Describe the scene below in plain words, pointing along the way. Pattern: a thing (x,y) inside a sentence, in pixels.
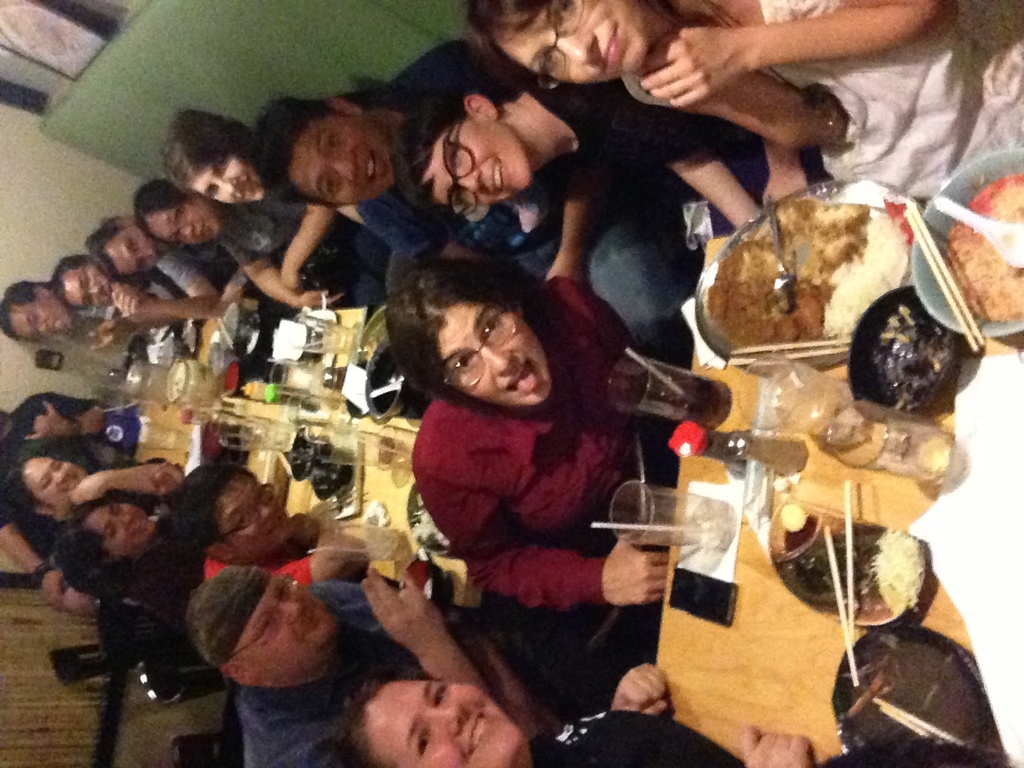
In this image we can see many people (584,333). Some are wearing specs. There are tables (780,624). On the table (669,662) there are glasses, plates (825,586) and many other things (853,638). Also there is a wall (112,72) with some objects (85,49).
